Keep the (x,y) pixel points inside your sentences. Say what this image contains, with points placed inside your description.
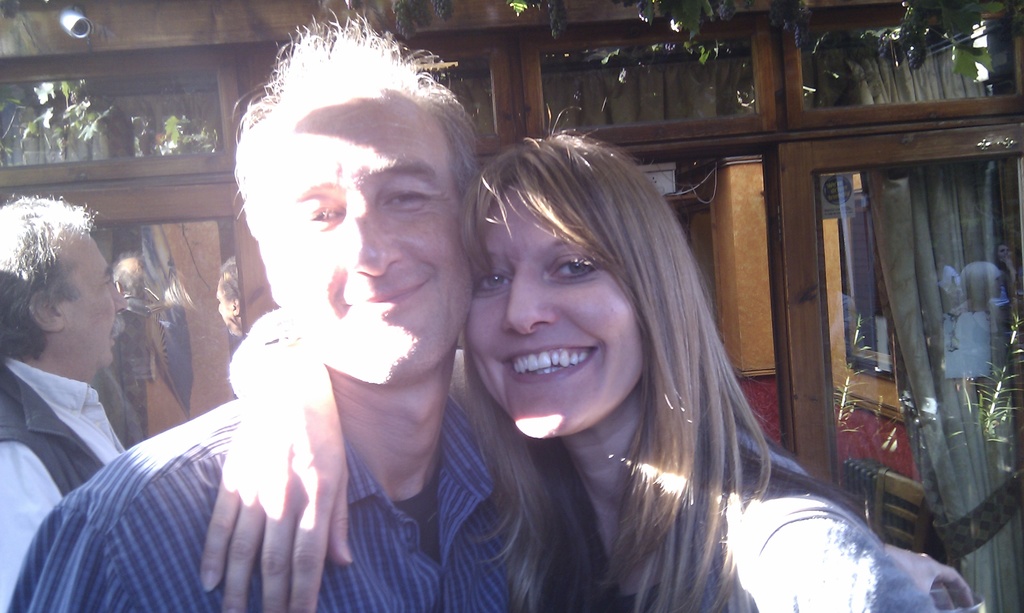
In this image I see 2 men (401,122) and a woman (581,416) and I see that these both are smiling and in the background (237,284) I see the glasses (716,89), a curtain (879,63) over here and I see the green leaves (19,100) in the reflection (718,98) and I see the wall (757,301) over here and I see a camera (79,15) over here.
